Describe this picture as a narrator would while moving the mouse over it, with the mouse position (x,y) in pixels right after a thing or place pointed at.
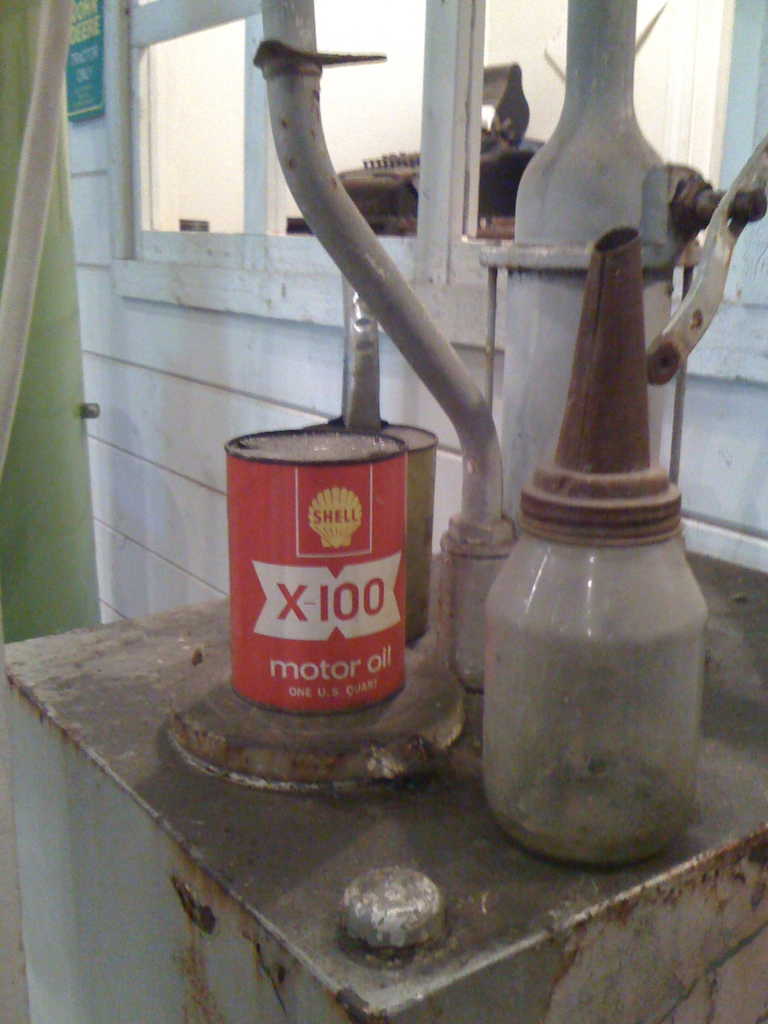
In this image there are some object (299,558), in the background (728,476) there is a wall (184,378) to that wall (108,140) there is a window (258,242) and there is a curtain (40,394).
